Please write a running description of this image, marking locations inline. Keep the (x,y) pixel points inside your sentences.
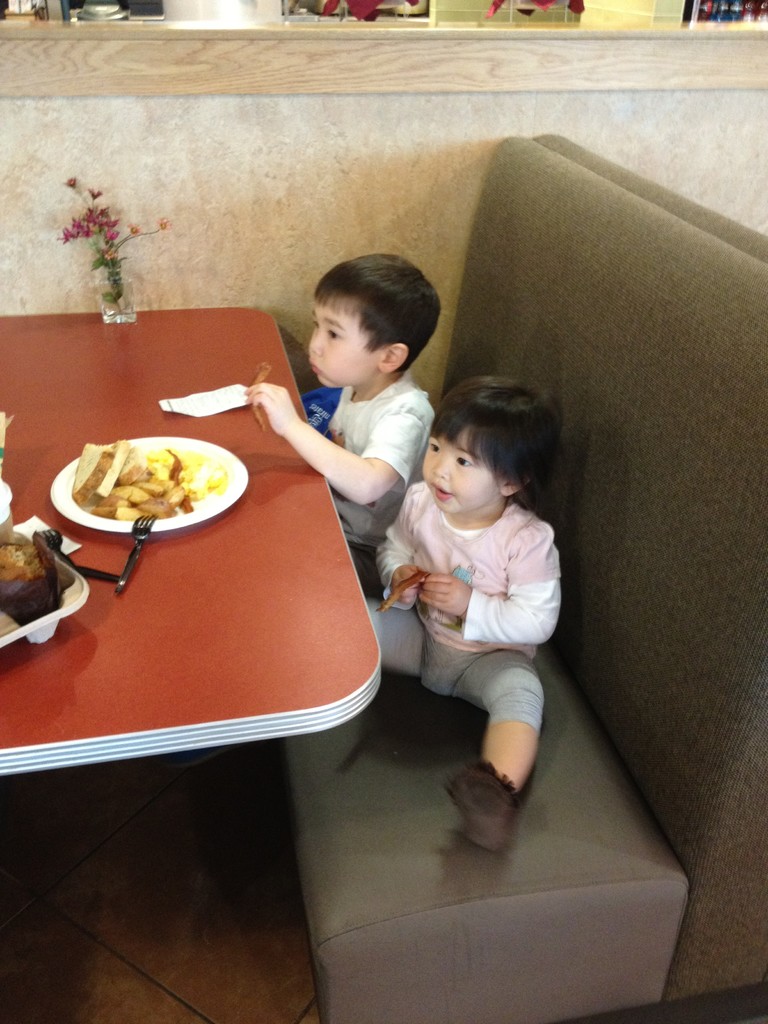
In this picture there are two children (417,547) sitting on a sofa (607,732). There is a fork (121,591), food (135,483) in the plate (134,470). There is a plant (108,250) in a glass (109,302). There is a table (176,646) which is orange in color.
